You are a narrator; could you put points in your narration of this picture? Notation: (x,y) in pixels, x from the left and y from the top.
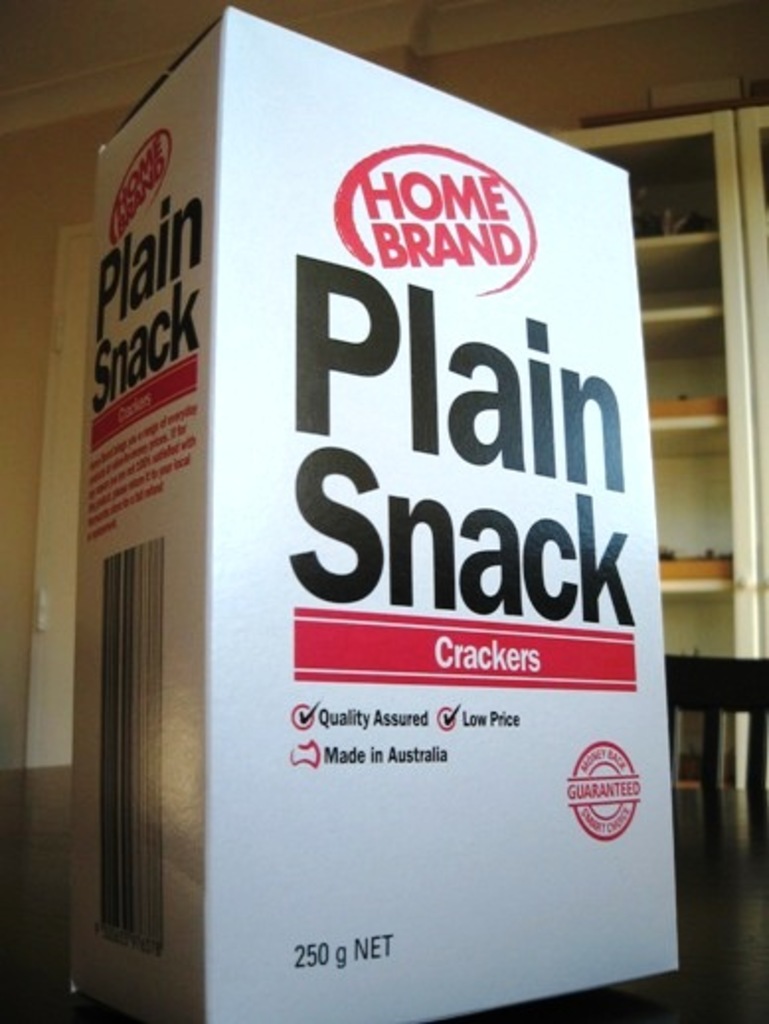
In this image in the front (424,465) there is a box (410,587) with some text (375,589) and numbers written on it, which is on the table (714,925). On the right (673,709) there is an empty chair (703,668) and in the background (673,360) there is a shelf (685,385) and in the shelf (700,422) there are objects (697,230) which are brown and black in colour and on the top of the shelf (651,241) there is a white colour object (671,102). On the left side (59,492) there is a door (68,495) which is white in colour.
